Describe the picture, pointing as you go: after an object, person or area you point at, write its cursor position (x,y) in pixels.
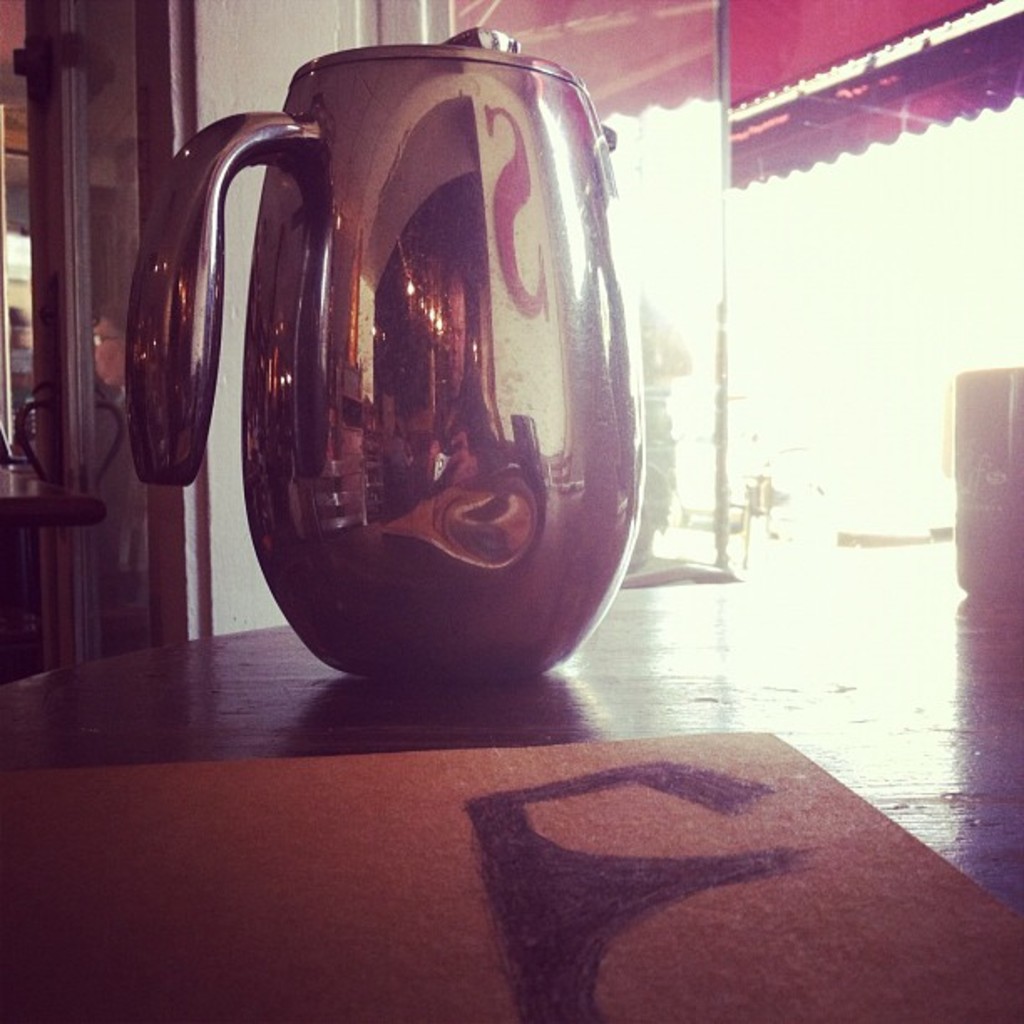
In this image we can see a jar (301,506) is placed on the wooden table (266,744). In the background (674,237), we can see glass door (675,298), tent (914,56) and the wall (353,25).
